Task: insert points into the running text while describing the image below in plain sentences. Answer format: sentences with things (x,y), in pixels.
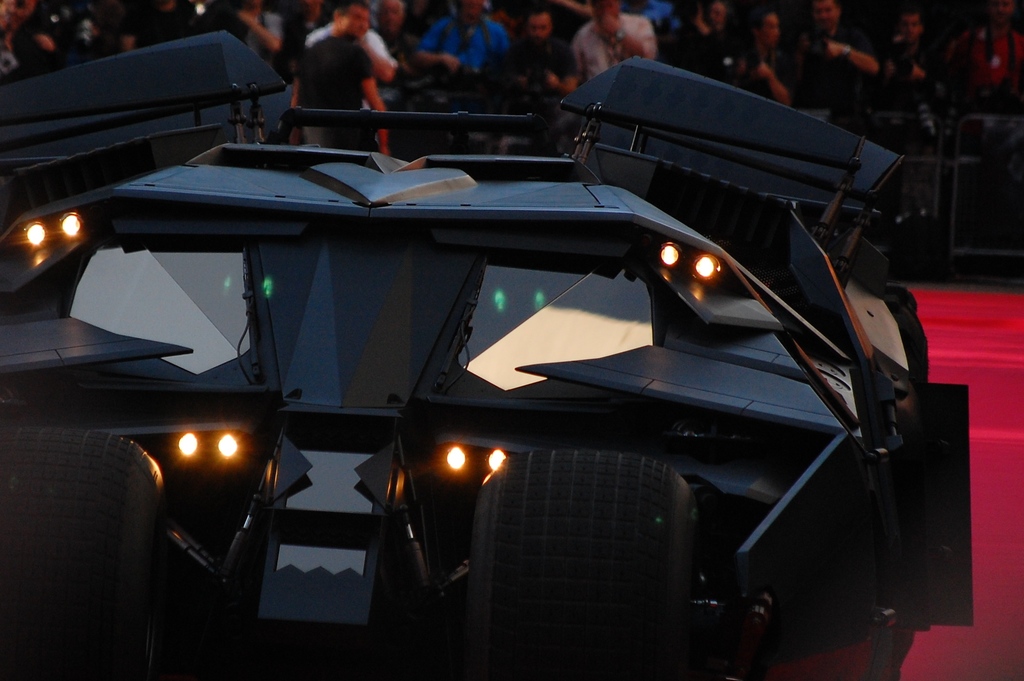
In the image we can see the vehicle (416,256) and the lights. Here we can see the people (550,35) standing, wearing clothes (458,48) and the background (394,53) is blurred.
